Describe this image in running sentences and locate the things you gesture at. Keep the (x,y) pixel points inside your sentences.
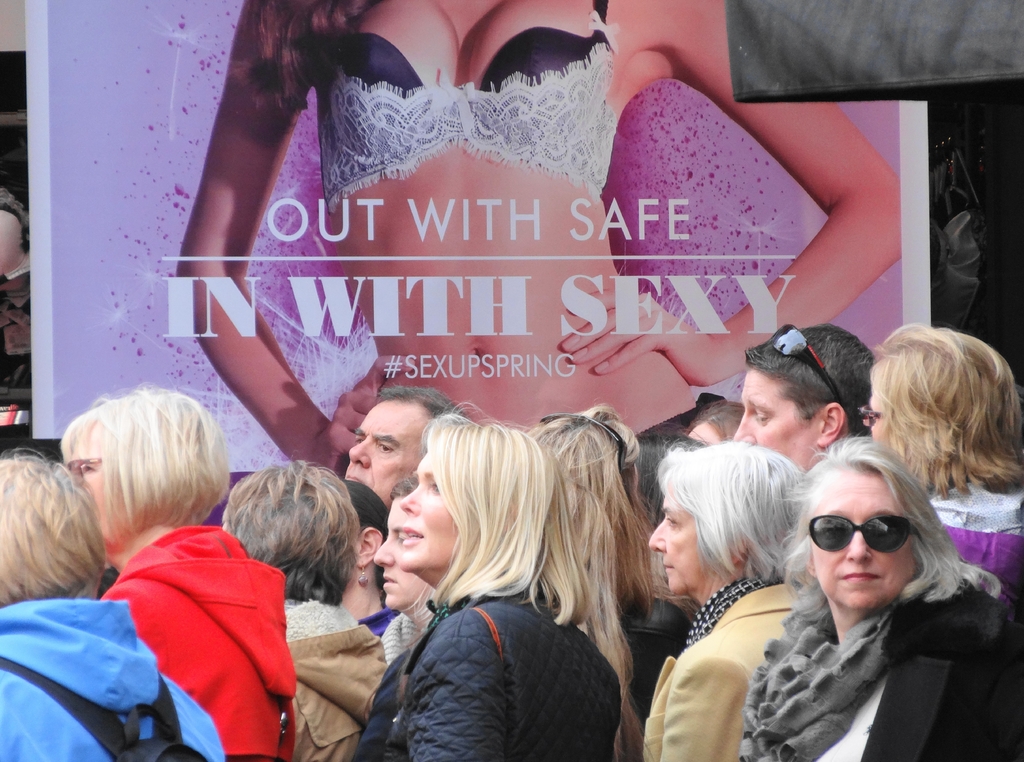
In this image there are few people (358,545), a banner (127,367) with an image of the person (808,265) and with some text (579,298).
